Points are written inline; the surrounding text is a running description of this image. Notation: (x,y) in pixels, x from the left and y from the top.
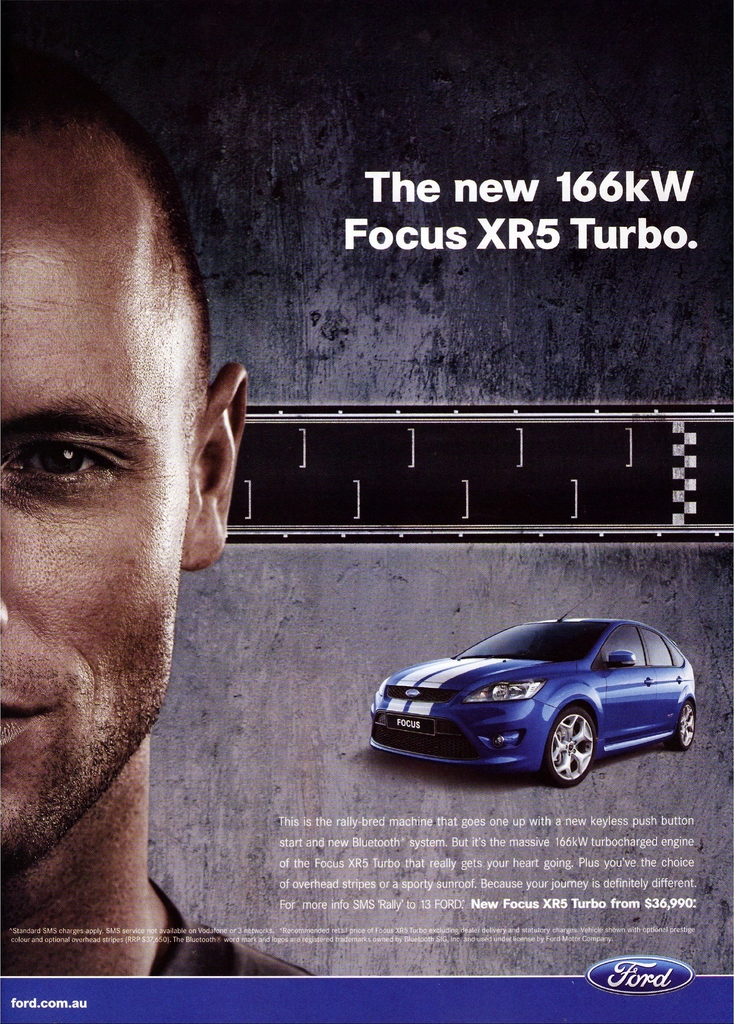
In this image I can see a poster (102,436). There is a face (138,370) of a person (109,597), on the left (145,300). There is a blue car (594,631), a road (427,418) above it and some matter (356,221) is written.
